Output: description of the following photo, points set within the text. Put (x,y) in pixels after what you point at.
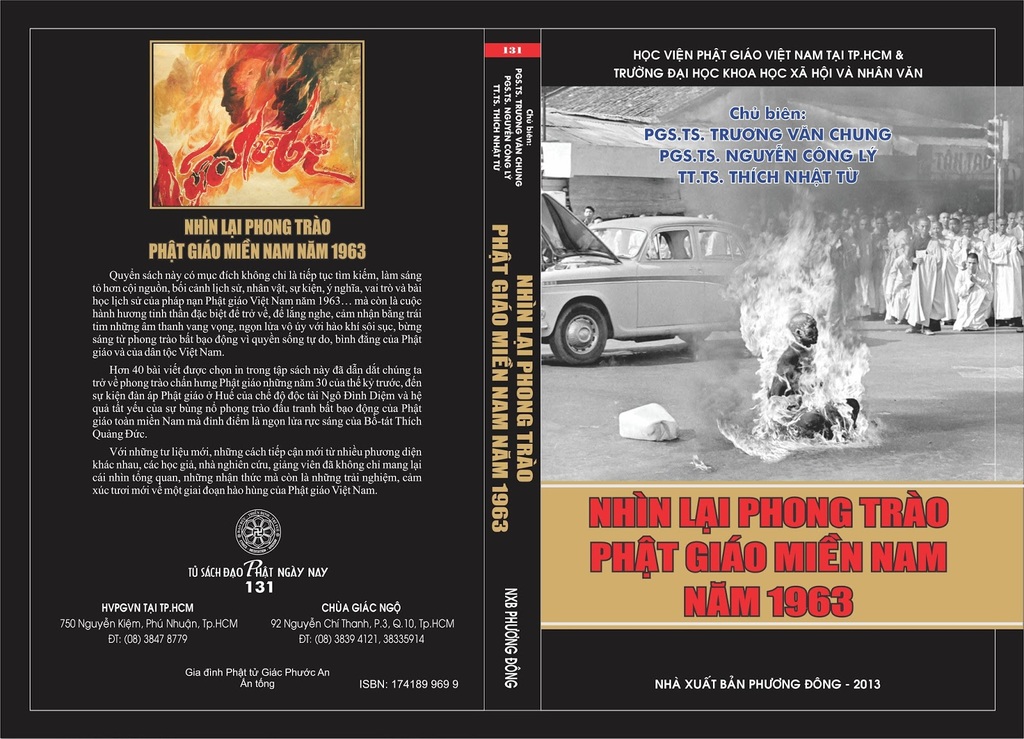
In this image we can see a cover of a book (298,337) on which group of persons (958,273) are standing. One person (832,414) is sitting on the floor (832,454). One car (733,274) is parked on the ground (667,455) and some text (494,504) is written on it.
